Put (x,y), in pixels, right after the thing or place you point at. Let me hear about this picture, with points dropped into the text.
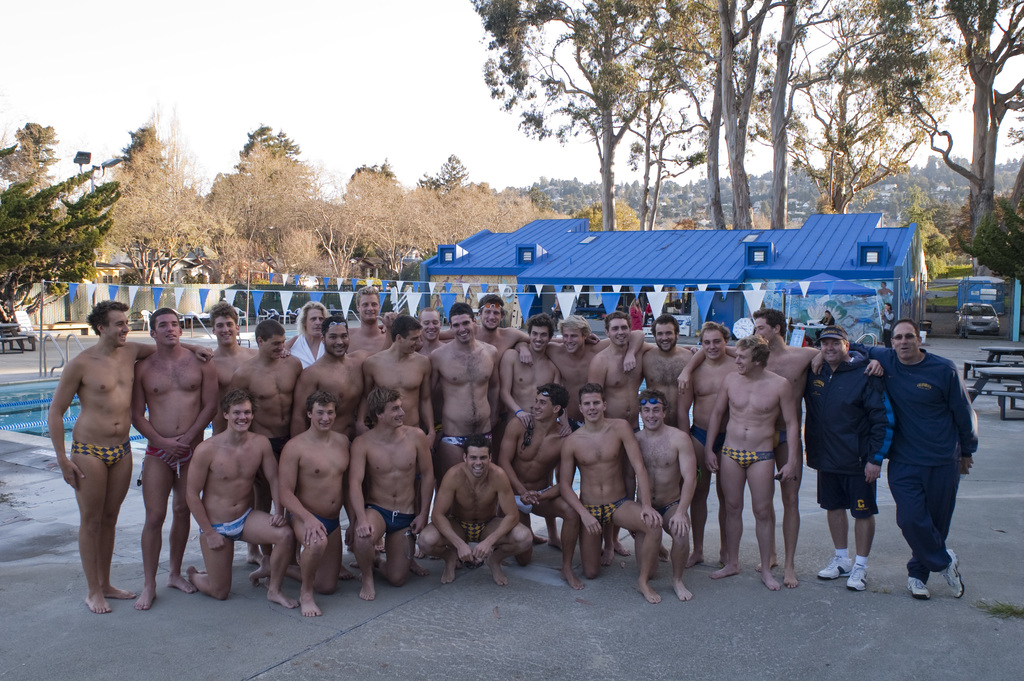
In the foreground of the picture (340,393) there are men (226,393) standing, behind them there is a swimming pool (23,391) and there are ribbons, tables (998,357) and benches (25,342). In the background (303,229) there are trees (347,217), building (549,239), car (960,328). Sky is clear and it is sunny.
